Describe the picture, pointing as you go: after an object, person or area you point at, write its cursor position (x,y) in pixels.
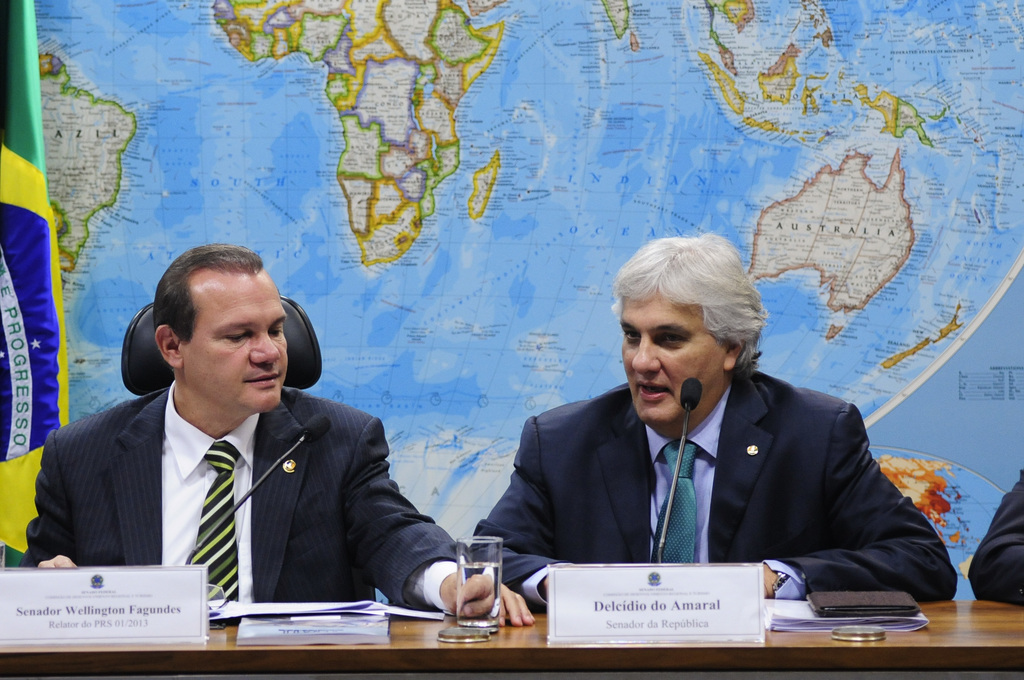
In this image there are two people (794,458) sitting on the chairs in front of table (21,657) where we can see there are some papers (237,616), microphones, glass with water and name boards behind them there is a wall (122,352) with map (967,594) and flag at the corner.
